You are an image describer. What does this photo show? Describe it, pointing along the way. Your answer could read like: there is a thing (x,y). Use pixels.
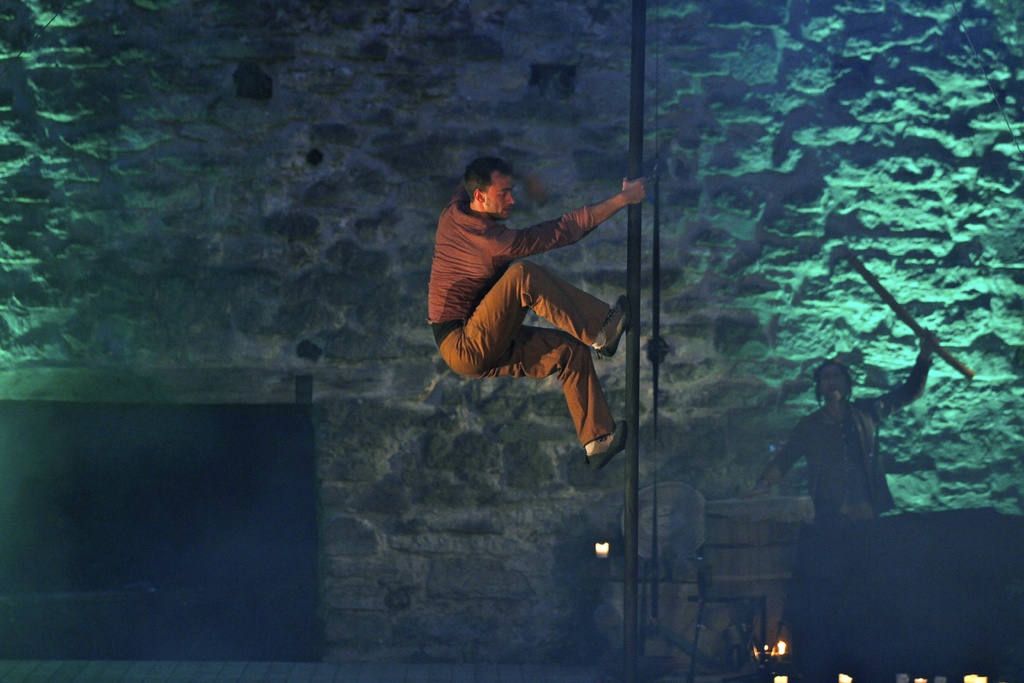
In this image, we can see a person (575,363) holding and climbing a pole (635,210). In the background (428,244), there is a wall (422,204). On the right side of the image (817,419), we can see chair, rope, few objects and person (837,376) holding a stick (959,365).
